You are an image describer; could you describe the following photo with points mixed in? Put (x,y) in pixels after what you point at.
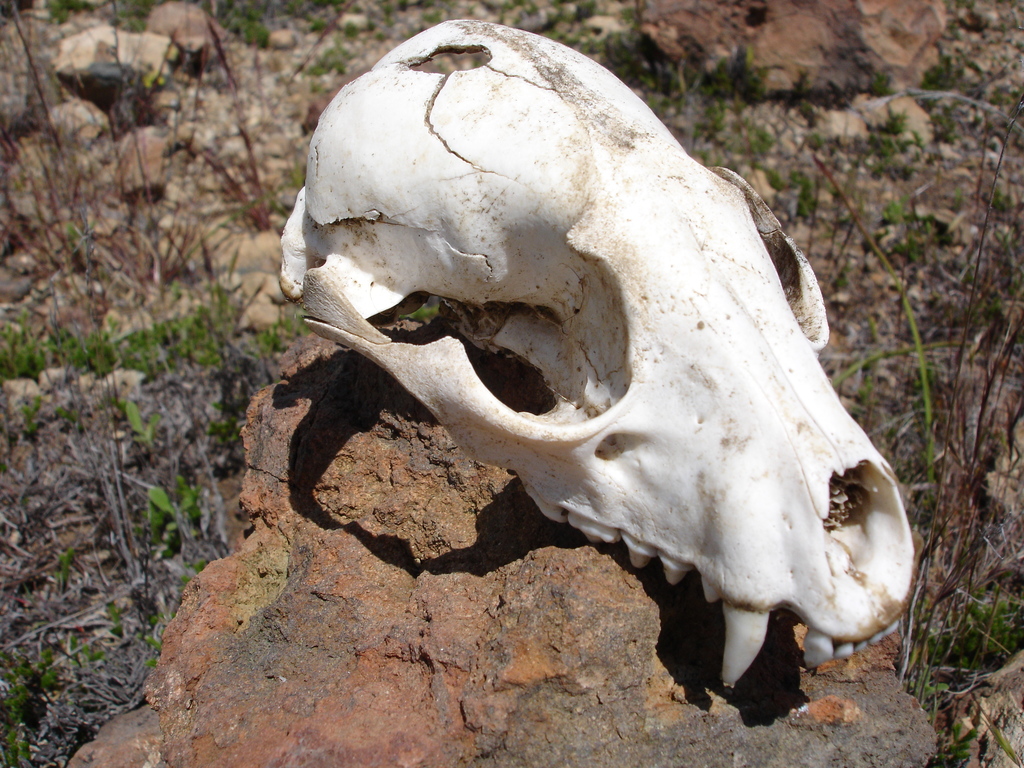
Here in this picture we can see a skull (535,269) of an animal (594,345) present on a stone (418,542) and we can see the ground (848,300) is covered with grass (995,305) and plants (957,304) and we can also see other stones (224,101) also present.
